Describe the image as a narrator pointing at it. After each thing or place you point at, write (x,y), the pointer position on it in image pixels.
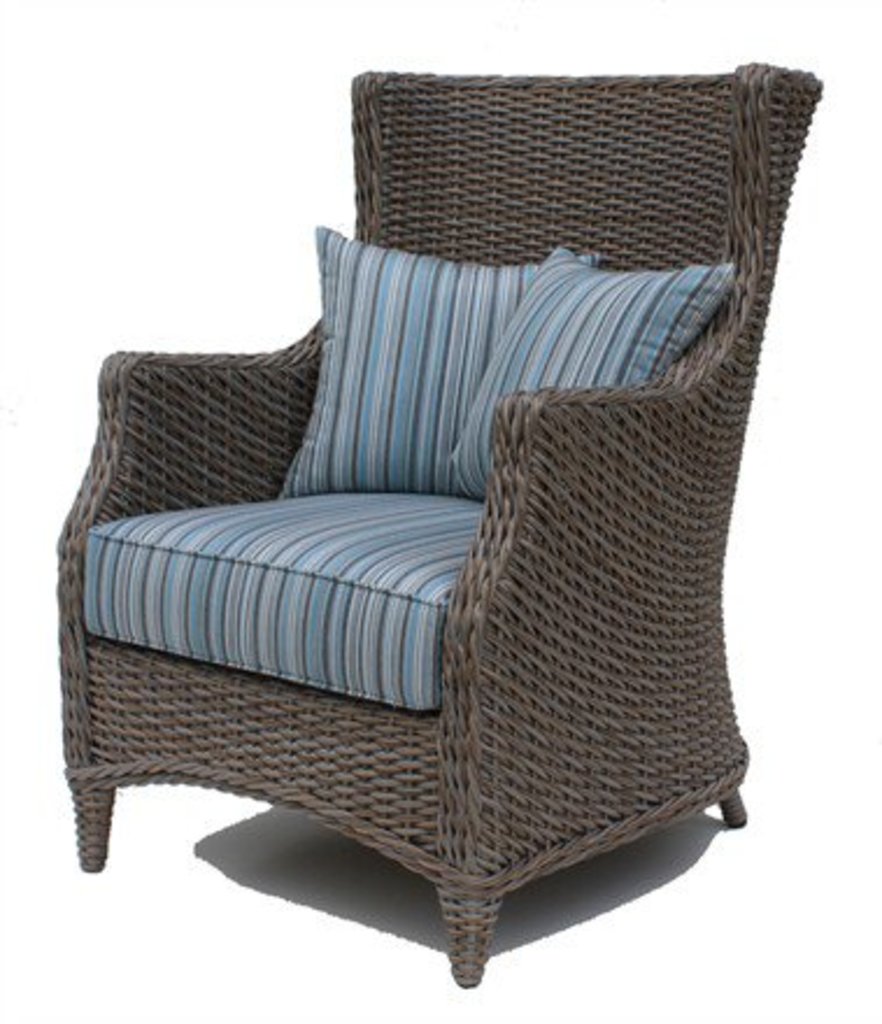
In the center of the image (378,608) we can see a chair (241,479) and there are cushions (483,403) placed on it.
